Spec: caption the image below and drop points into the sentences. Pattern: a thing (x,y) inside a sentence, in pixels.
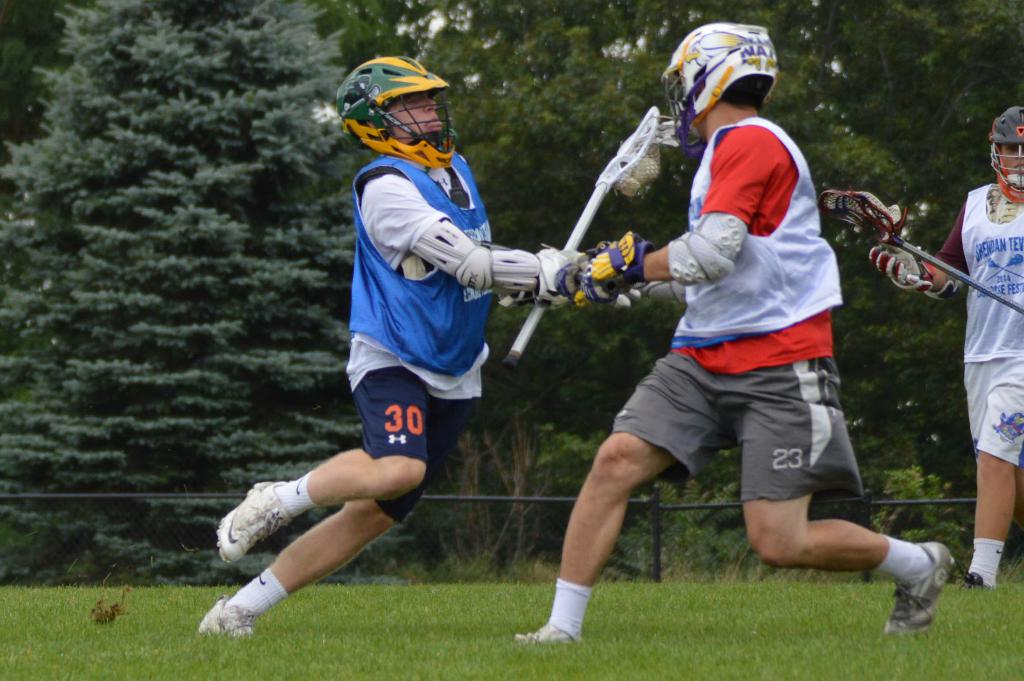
This picture is taken in a ground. In the center (641,256), there are two men (622,256). A man (686,286) towards the right (751,223) wearing a t shirt (760,201), jacket (747,306) and a helmet (742,28). Before him, there is another man (383,296) wearing blue jacket (435,181), white t shirt (478,376) and holding a bat (610,164). Both of them are facing each other. Towards the right corner (999,273), there is a man (980,533) holding a bat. At the bottom (392,632), there is grass (448,611). In the background (526,514), there is a fence (526,514) and a tree (522,120).
